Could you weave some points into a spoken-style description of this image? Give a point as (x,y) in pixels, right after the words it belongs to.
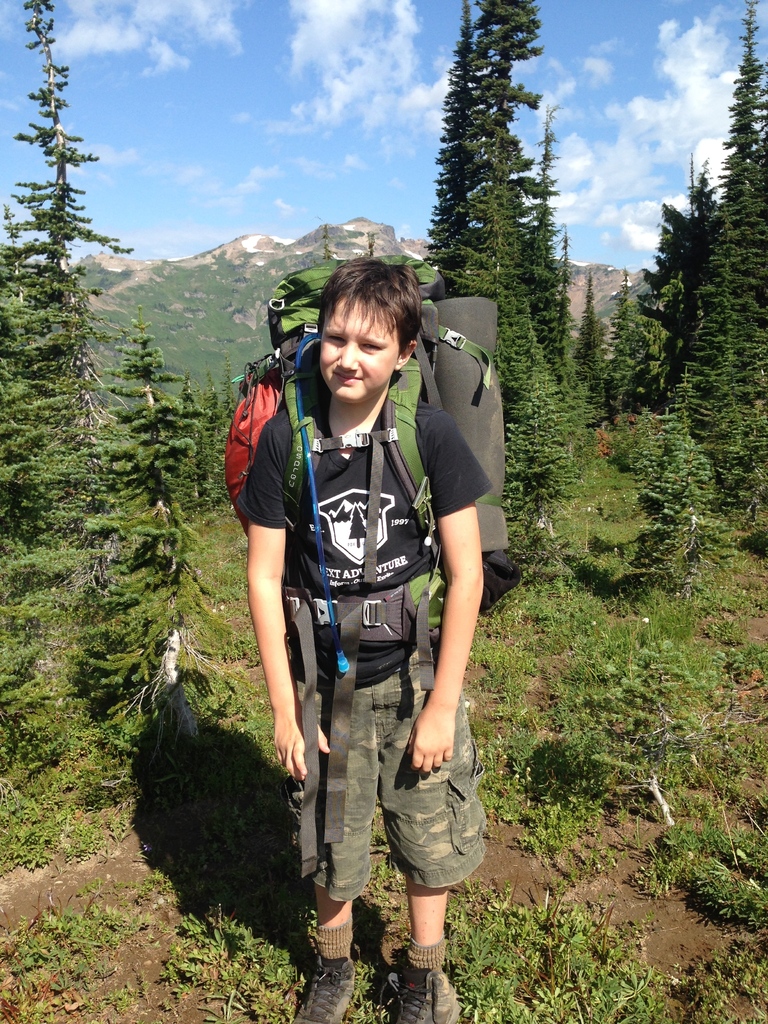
In this image there is a boy (444,840) who is wearing the bag (284,322) is standing on the soil (516,882). At the back side (170,281) there are hills (199,288) and trees (475,235). At the top (355,80) there is sky (206,97) and clouds (332,76).
